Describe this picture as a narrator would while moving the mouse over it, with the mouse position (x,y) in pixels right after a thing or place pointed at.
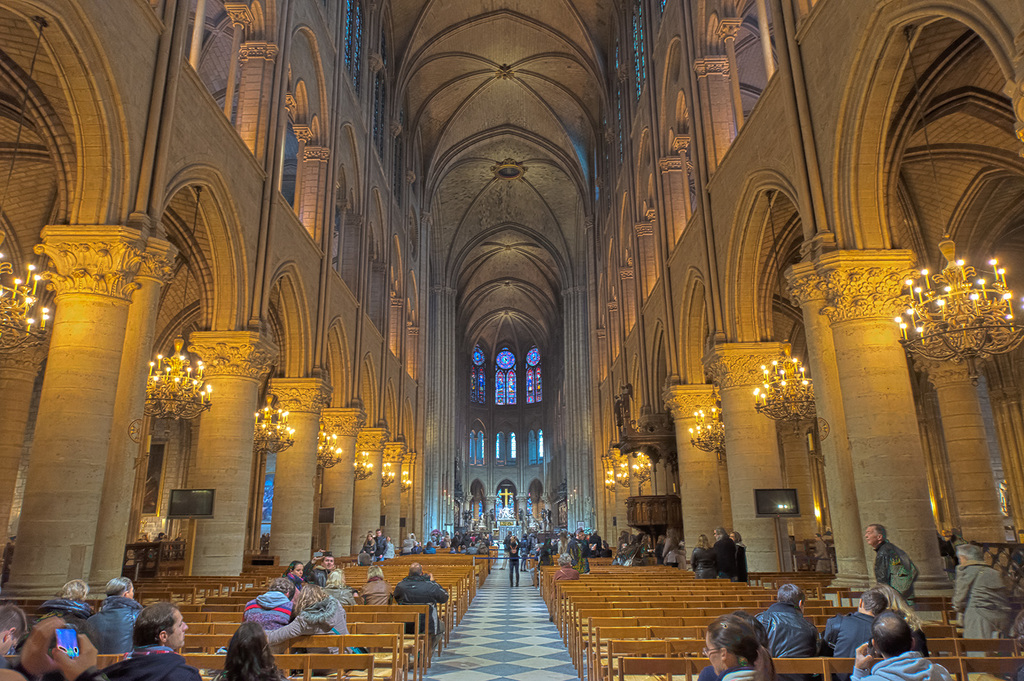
It is an inside view of the church (243,456). There are so many pillars (238,440), chandeliers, walls (664,383), television (758,497), benches (387,562). At the bottom (522,564), we can see a group of people (55,636). Few are sitting and standing. Here a person (72,659) is holding a mobile (70,633). Background we can see holy cross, glass windows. Top of the image (486,160), there is a roof (489,147).
